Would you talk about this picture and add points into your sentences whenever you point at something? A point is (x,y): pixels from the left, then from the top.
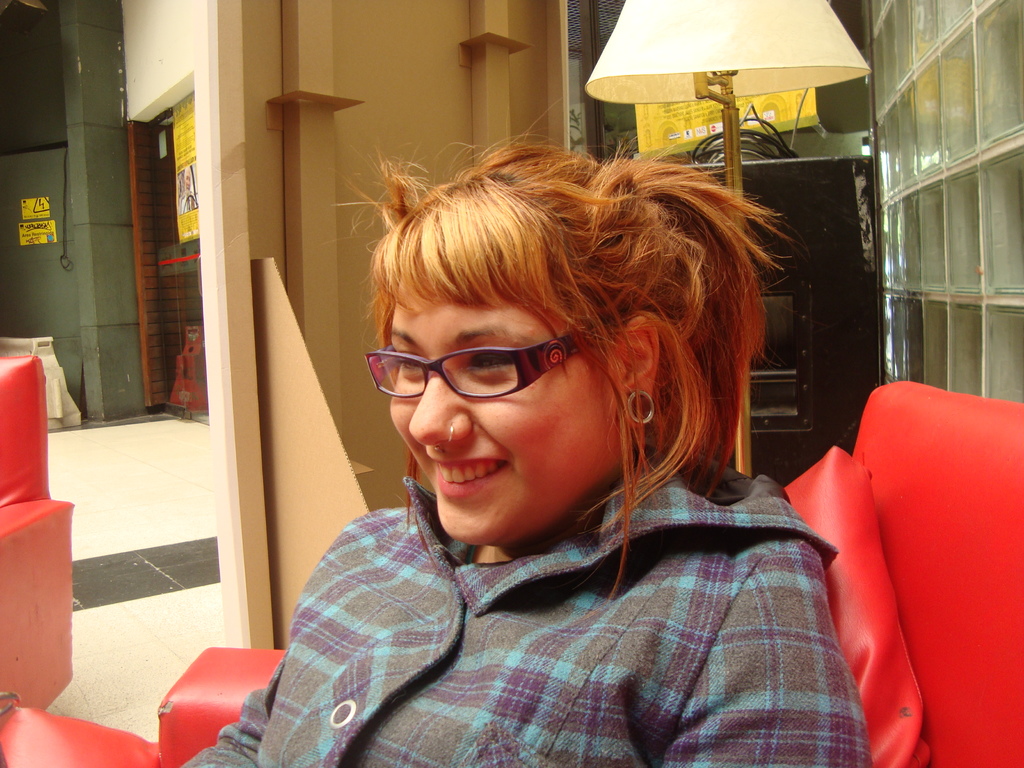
In this image, we can see a woman (567,516) is sitting on a chair (852,623) and smiling. In the background (326,222), we can see the walls (350,301), door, wires (762,154), table lamps (722,60), posters (674,131), glass objects (973,328), floor (100,515) and few things (17,495).
